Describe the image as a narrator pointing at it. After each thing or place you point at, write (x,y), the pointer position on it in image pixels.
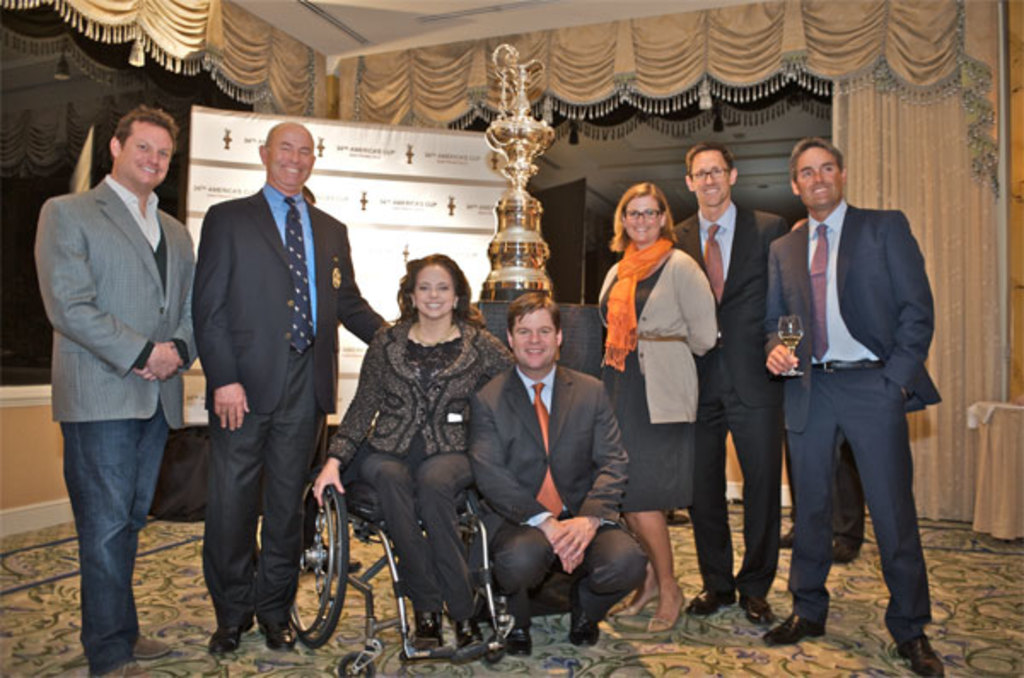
In this image there are group of people (828,409) standing, and one person (434,453) is sitting on a wheelchair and one person (569,503) is crouching. And in the background (498,329) there are tables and metal stand (515,164) and also we could see curtains (142,60), glass door (97,86) and objects (500,121). At the top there is ceiling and at the bottom (541,619) there is floor (981,583).
